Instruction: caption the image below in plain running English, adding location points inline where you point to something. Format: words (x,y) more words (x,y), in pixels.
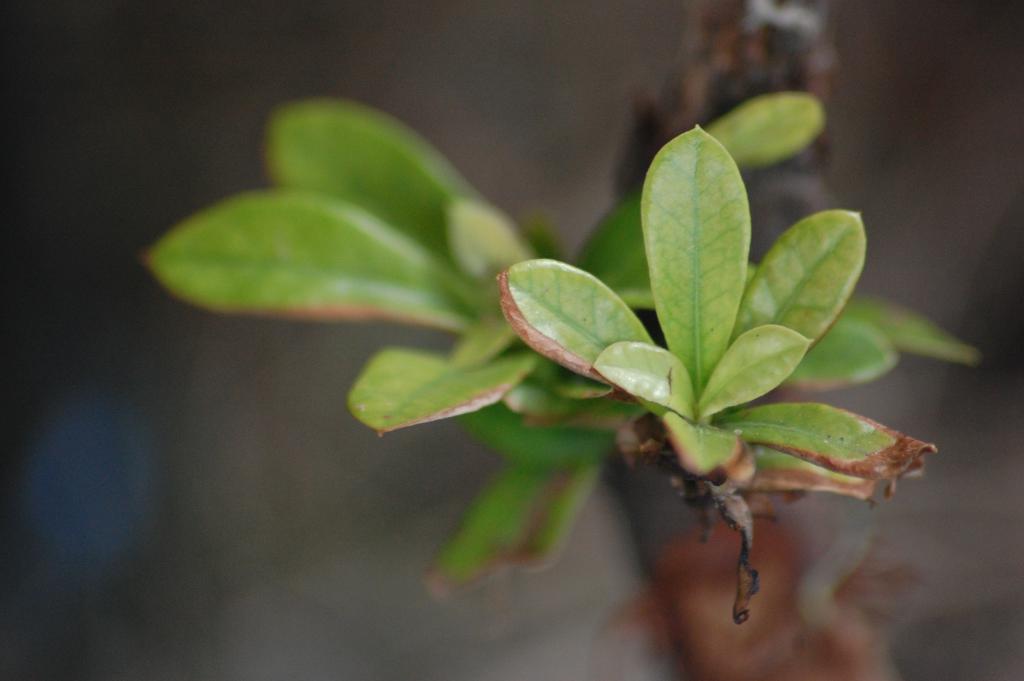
In this image I can see plant (715,327) which is in green color. Background (897,96) is blurred.
